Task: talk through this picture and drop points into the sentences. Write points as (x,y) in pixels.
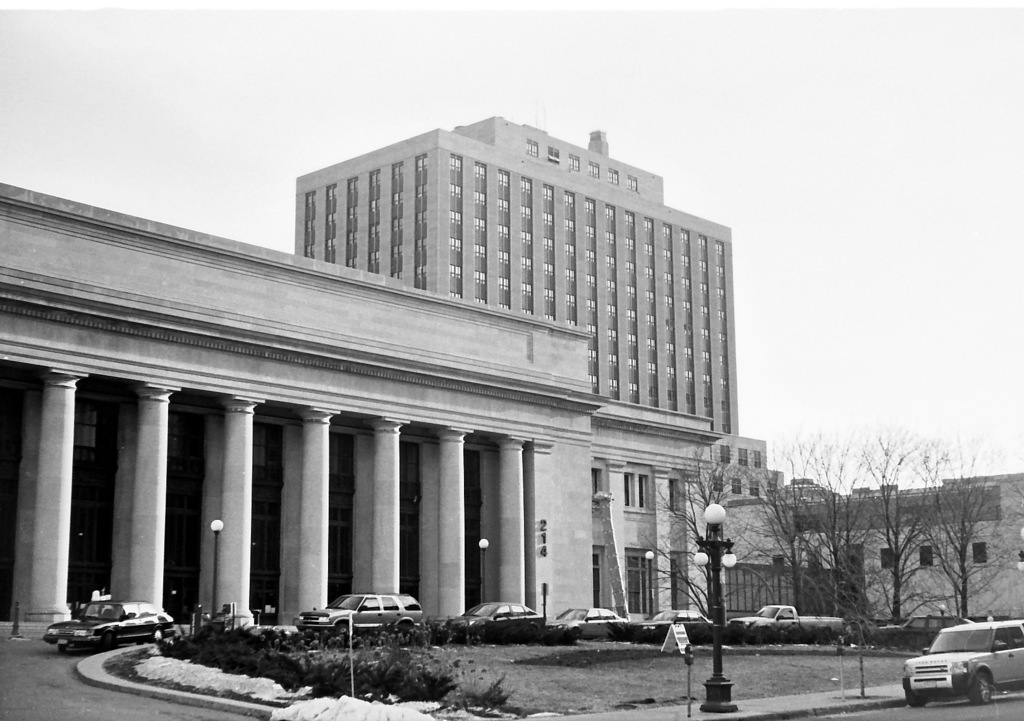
In this picture we can observe a building (492,464). There are some cars (85,629) on the road (171,715). We can observe some poles (703,557), trees (847,537) and plants (353,641) on the ground (518,647). In the background (697,142) there is a sky (191,201).
